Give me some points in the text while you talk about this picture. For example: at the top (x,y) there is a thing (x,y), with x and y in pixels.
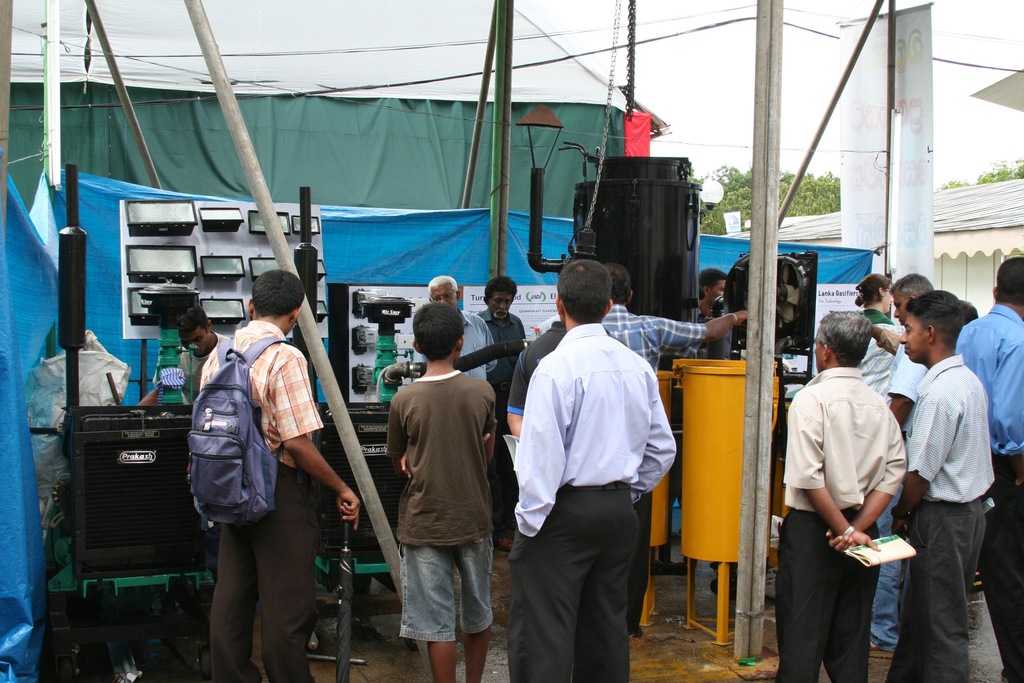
In this picture we can see some people (815,428) standing, we can see lights (258,271) in the background (238,242), on the right side (995,210) there is a house (968,218), we can see trees (830,189) here, this man (302,473) is carrying a backpack (259,431), we can see some parts (173,410) of the vehicle (360,431) here, there is a pole (767,289) in the middle (342,430), on the left side (8,511) we can see a blue color cover (28,304).
